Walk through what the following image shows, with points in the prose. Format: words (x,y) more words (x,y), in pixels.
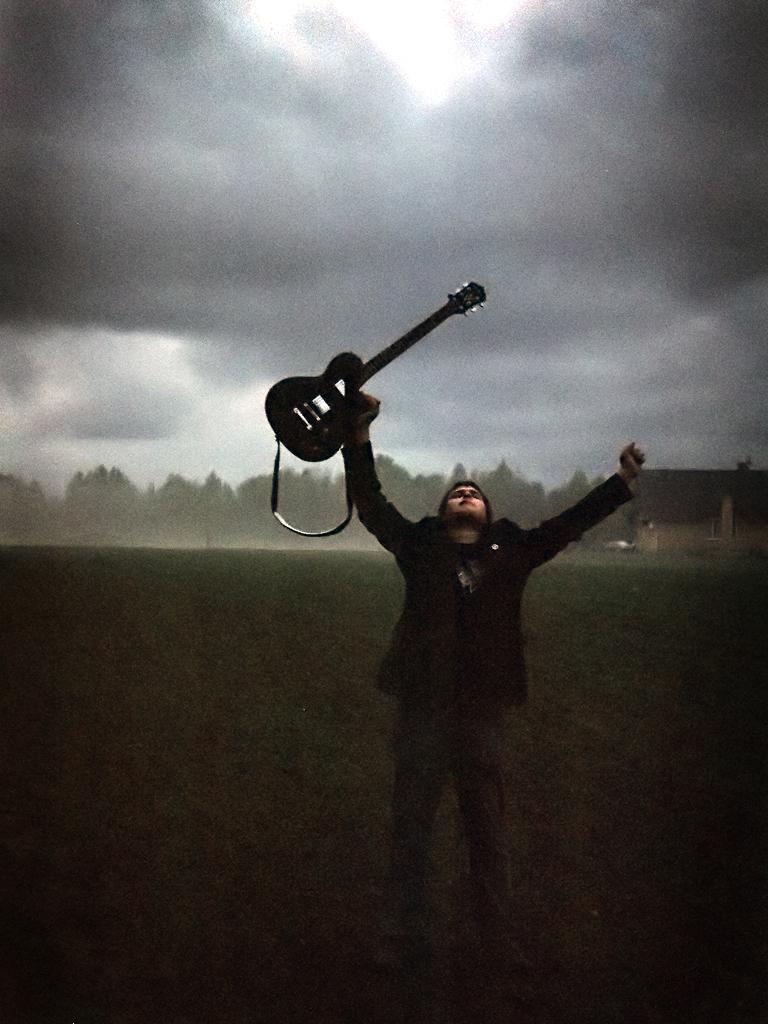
This is an image where a man (512,624) is standing and holding a guitar (340,410) in his right hand (376,398). In the background (331,147) there are heavy clouds (277,242) and many trees (186,513).
